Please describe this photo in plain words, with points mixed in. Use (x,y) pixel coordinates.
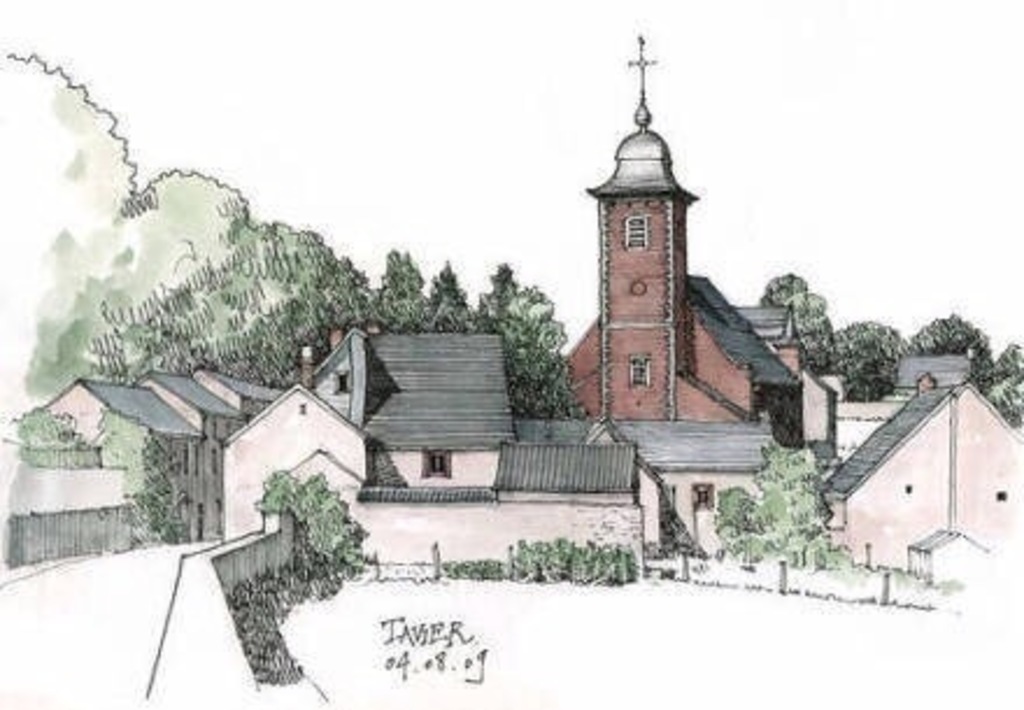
This is a painting. In this picture we can see some plants (160,462), few houses (426,383) and a cross symbol (642,56) on a building (691,407). There are a few trees (512,270) visible in the background (964,328). We can see some text (465,648) at the bottom (440,672).
